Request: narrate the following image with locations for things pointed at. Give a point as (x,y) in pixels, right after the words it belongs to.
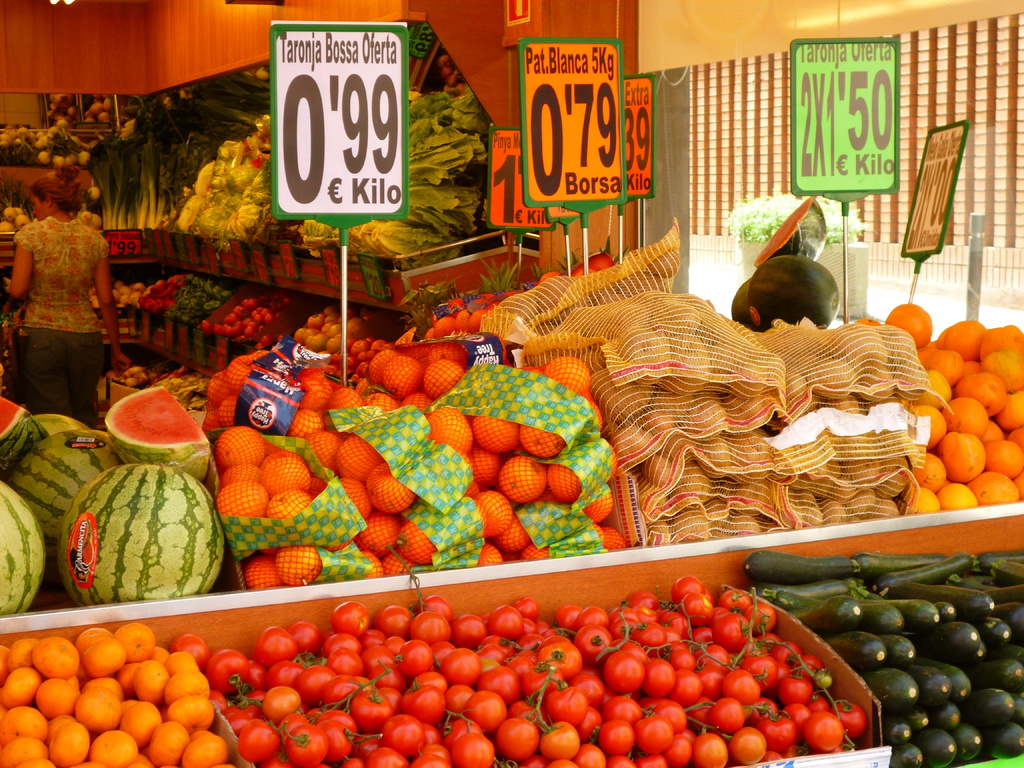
In this picture I can see fruits (467,491) on the table (479,605). Here I can see boards (354,115) on which something written on them. In the background (97,280) I can see a woman (57,294) is standing. I can also see vegetables (255,198) and fruits (253,322). In the background (667,166) I can see wooden object (730,164) and a wall (729,122).
